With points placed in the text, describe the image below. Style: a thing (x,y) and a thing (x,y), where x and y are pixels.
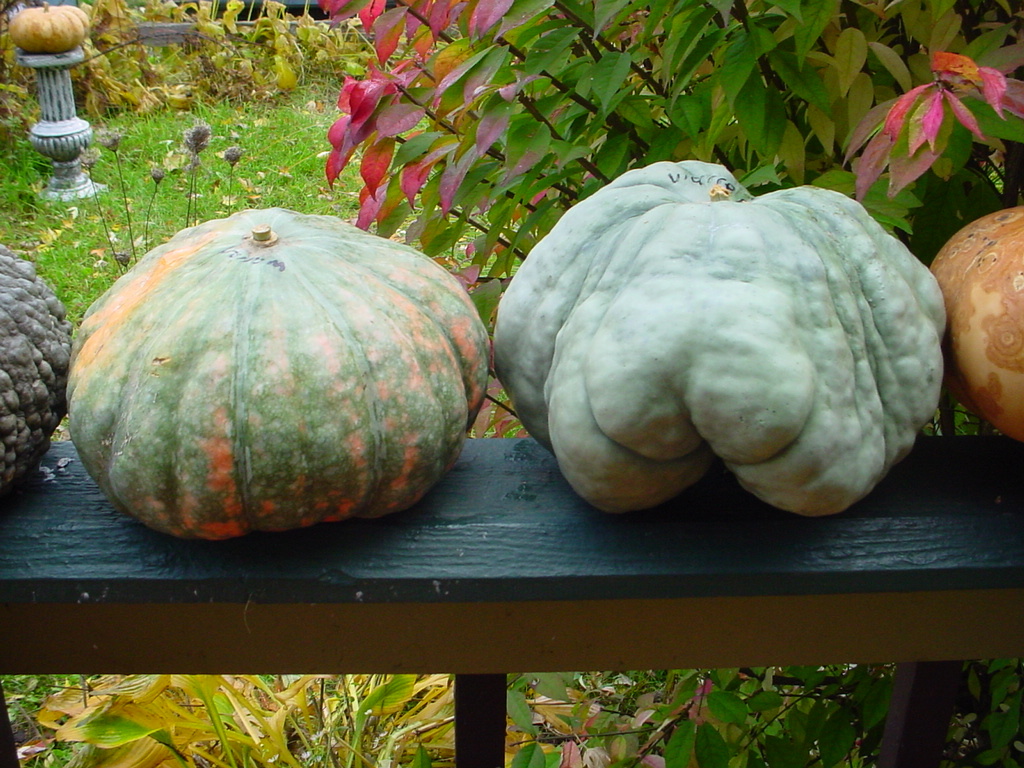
In the image there are different types of gourds (432,475) kept on a bench (689,561) and around them there is grass (163,120) and plants (537,75).
